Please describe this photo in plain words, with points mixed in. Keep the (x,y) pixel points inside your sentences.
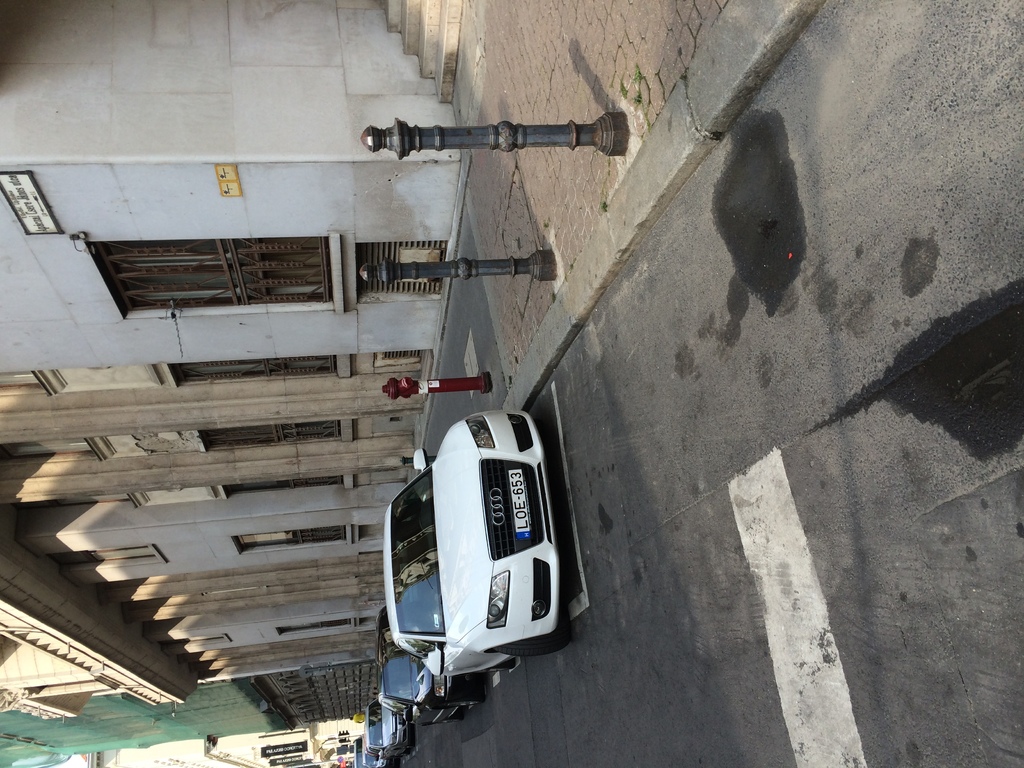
This picture is taken on the road (993,259). In this image, in the middle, we can see few cars (505,629) which are placed on the road (710,542). In the background (226,179), we can see building (201,229), pillars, window (418,255), metal pole (450,132). In the background (389,13), we can also see staircase (404,41), at the bottom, we can see a footpath (485,209) and a road (758,160).
